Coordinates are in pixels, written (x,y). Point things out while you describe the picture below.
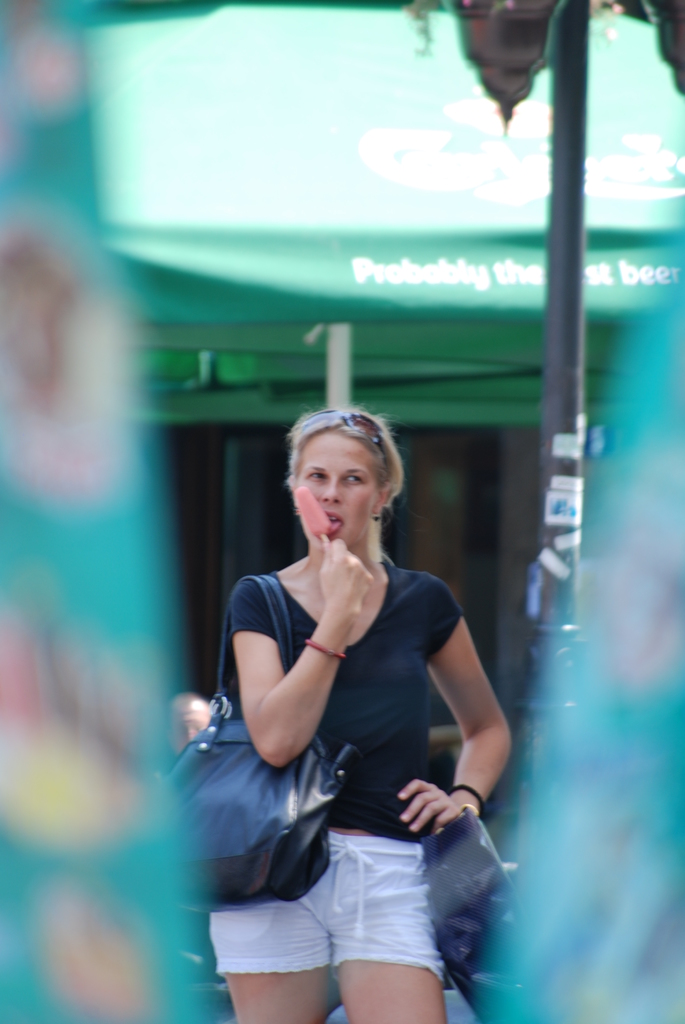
This is the picture of a lady (438,798) in black top (396,788), white shorts (368,889) is wearing the bag (244,736) and eating the ice cream (321,527) and behind there is a green shed (390,183) and a pole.
